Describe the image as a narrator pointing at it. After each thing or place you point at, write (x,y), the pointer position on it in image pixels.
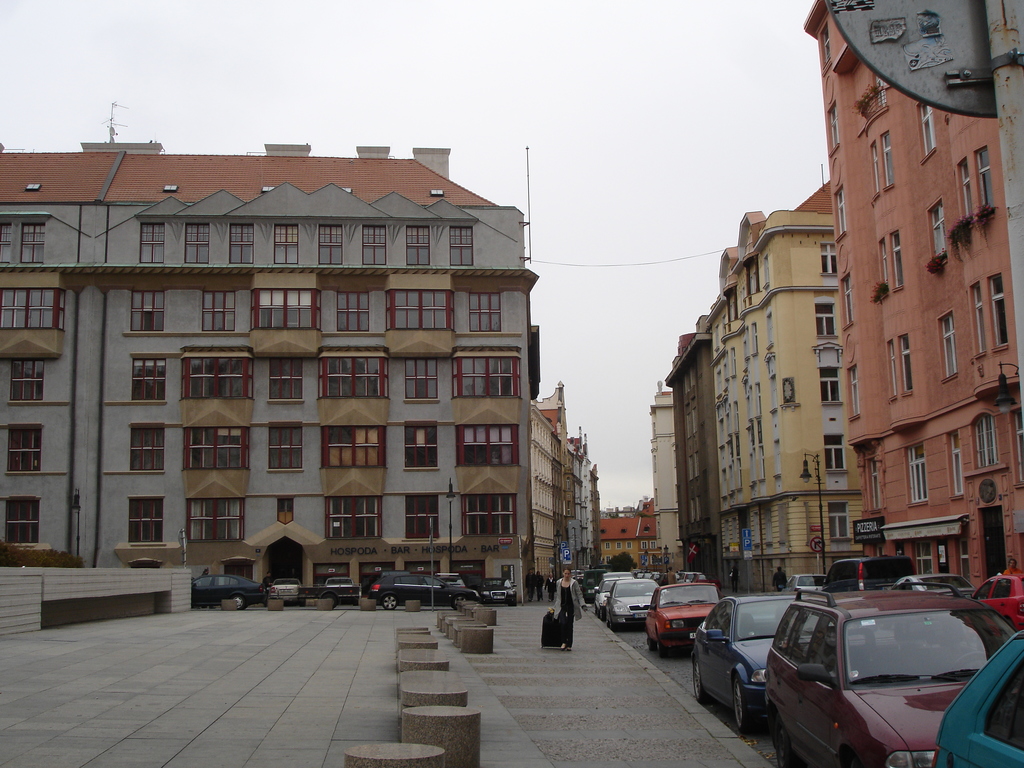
In the background (302,64) we can see the sky (491,89). In this picture we can see buildings (935,115), windows (284,304), boards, lights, objects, poles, people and vehicles (644,616). In this picture we can see a person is holding a luggage bag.
